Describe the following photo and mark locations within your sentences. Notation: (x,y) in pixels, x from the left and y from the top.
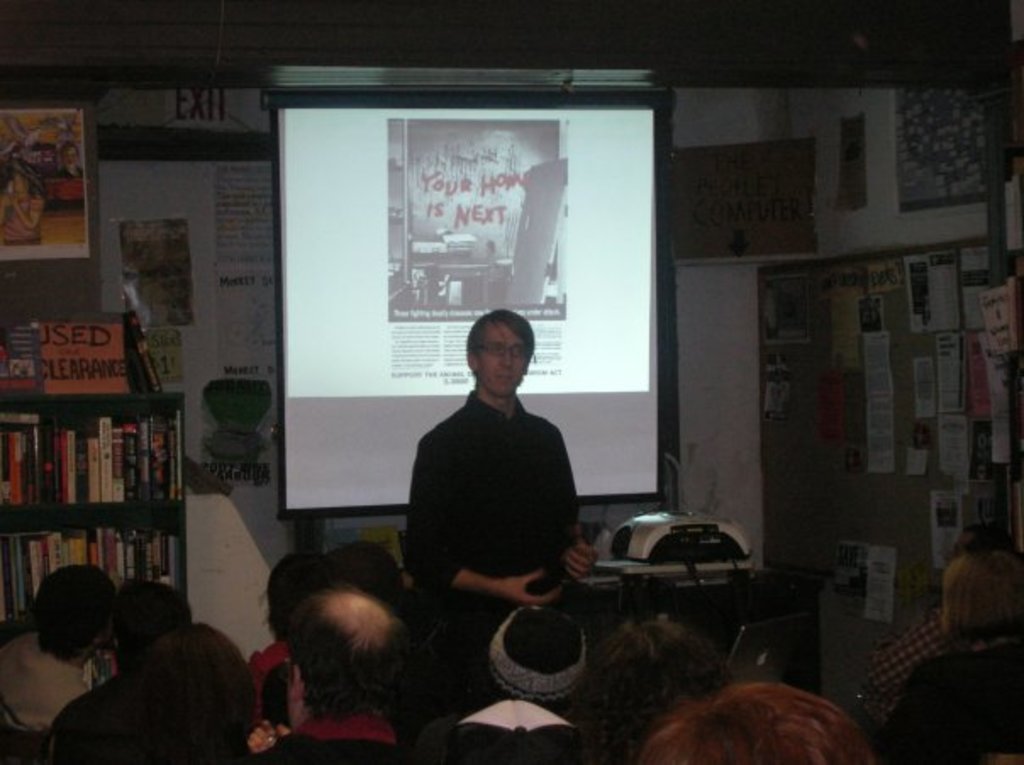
In this image in the center (484,468) there is one man (482,449) is standing and talking, at the bottom (209,626) there are some people (317,674) who are sitting and in the background (473,167) there is a screen (574,282) and on the left side (162,457) there is one book rack (134,405). In that book rack (45,522) there are some books (109,458), and in the background (867,224) there is a wall (765,338). On the wall (749,491) there are some posters (239,235) and there is one projector (667,541) in the center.
